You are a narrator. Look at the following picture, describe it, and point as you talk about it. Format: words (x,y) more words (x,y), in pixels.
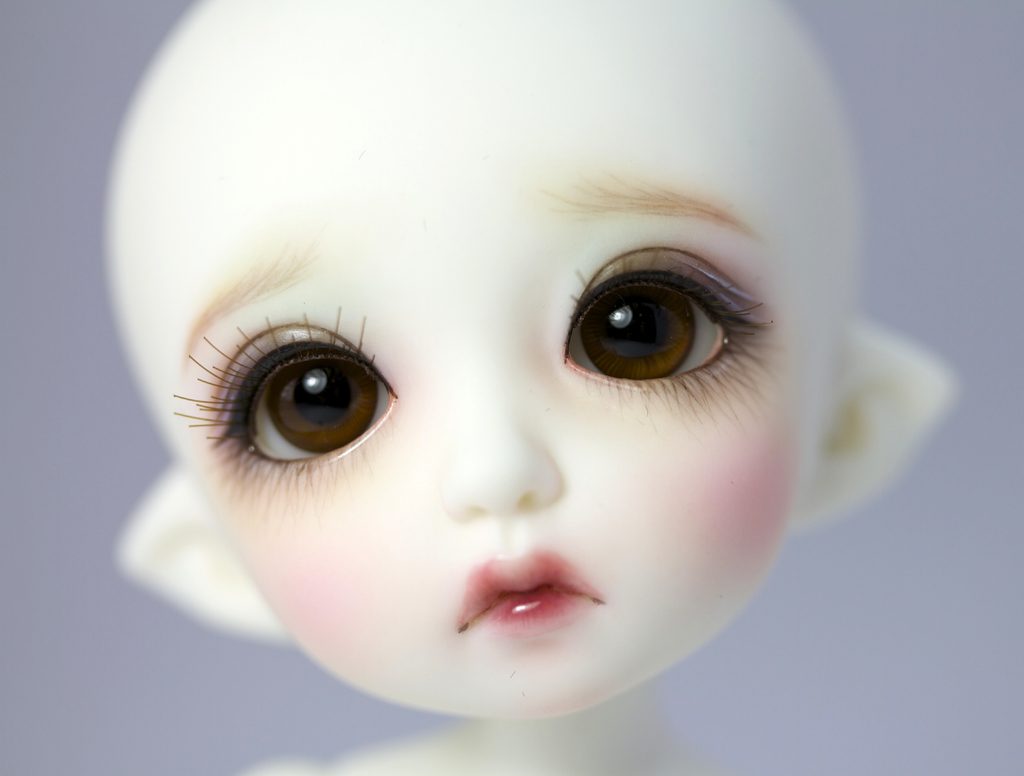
In this image there is a picture of a doll (660,457).
